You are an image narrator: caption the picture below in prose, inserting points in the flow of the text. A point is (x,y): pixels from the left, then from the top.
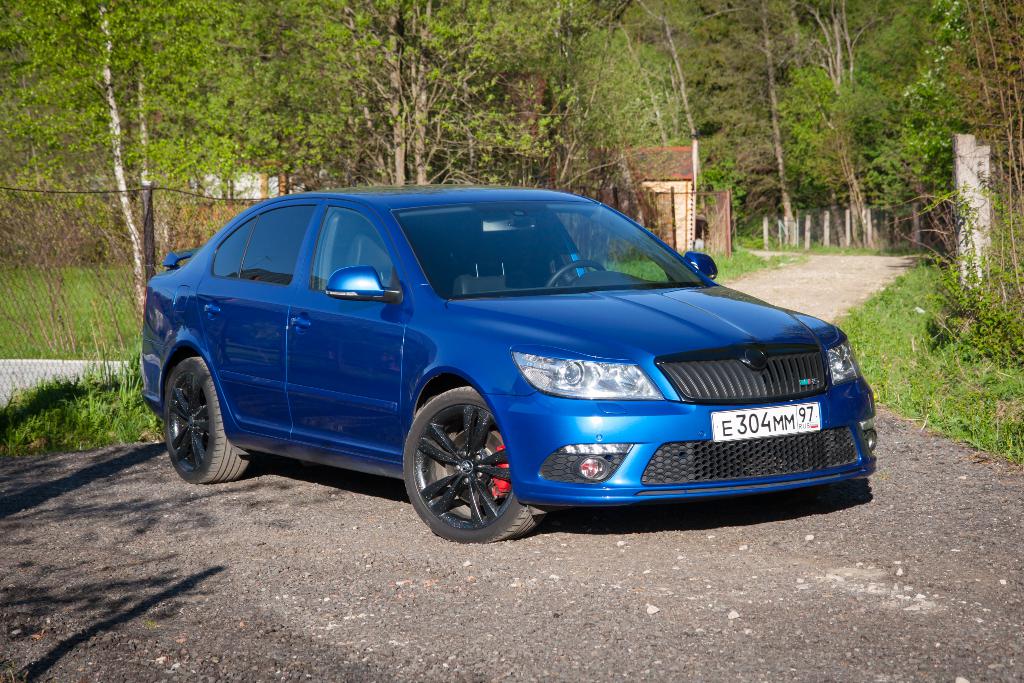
This is the car (337,398), which is blue in color. This is a number plate (775,433), headlights (834,359), bumper (716,444), side mirrors (376,300), car doors (302,368), which are attached to the car (623,415). This looks like a fence (46,258). Here is the grass (857,309). This looks like a house (669,167). These are the trees (619,24).
